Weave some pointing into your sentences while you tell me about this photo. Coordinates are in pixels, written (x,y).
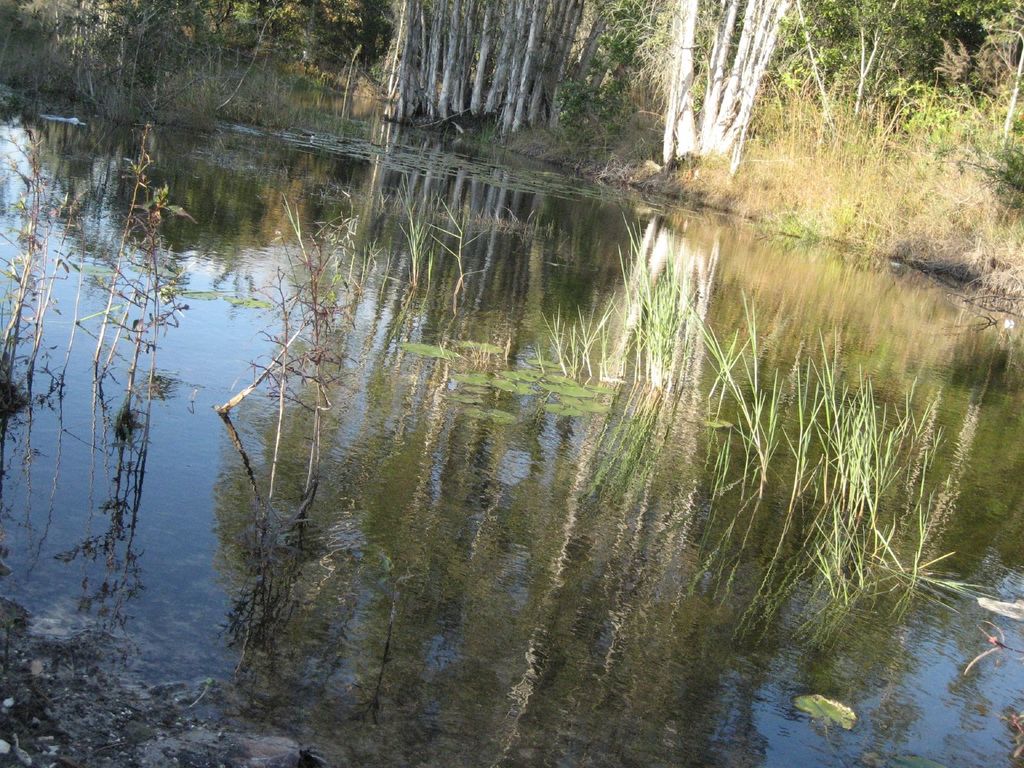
There is a small pond (466,703) and around the pond (771,331) there are tall trees (692,143) and dry grass (853,196), there are few small plants (552,384) grown in the pond (481,389).
